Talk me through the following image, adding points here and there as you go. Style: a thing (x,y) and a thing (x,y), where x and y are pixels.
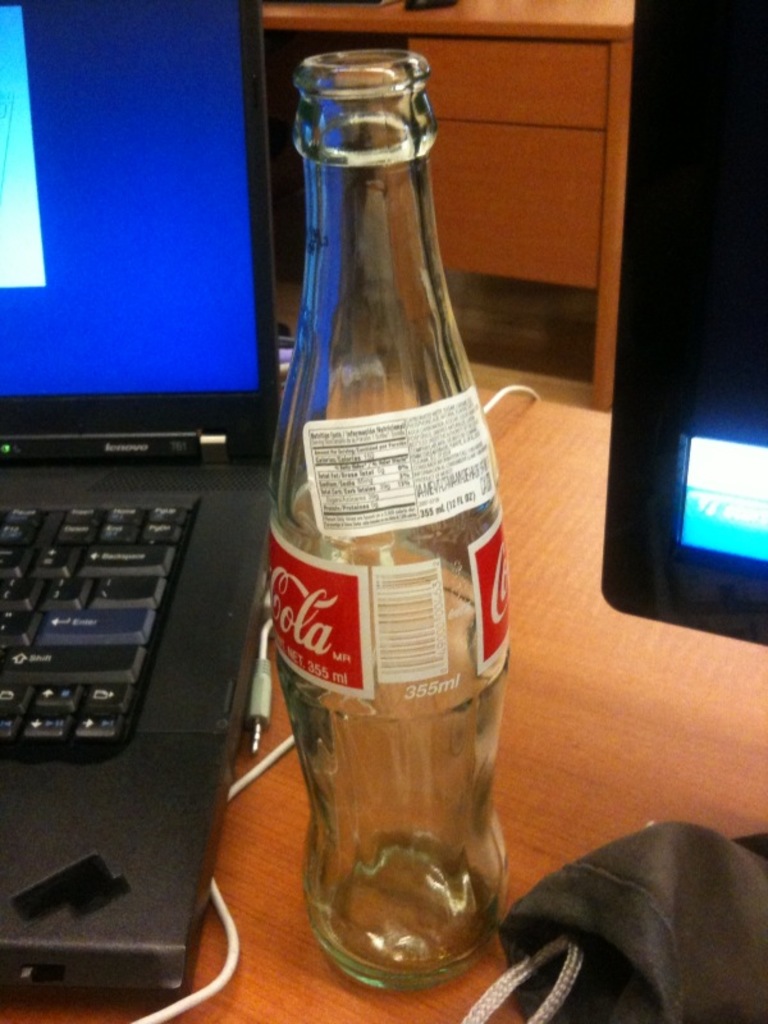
In this image I can see a glass bottle (293,565) with white color and a red color sticker (324,564) is attached to the bottle (402,584). On the sticker (282,638) there is a brand name (293,642) is written on it. To the left (114,375) there is a laptop (128,659) and the wire connectors (222,905). To the right (671,481) there is a system (620,379) and a cloth (545,942) on the table (617,775). In the back (584,158) there is a desk (571,240).
